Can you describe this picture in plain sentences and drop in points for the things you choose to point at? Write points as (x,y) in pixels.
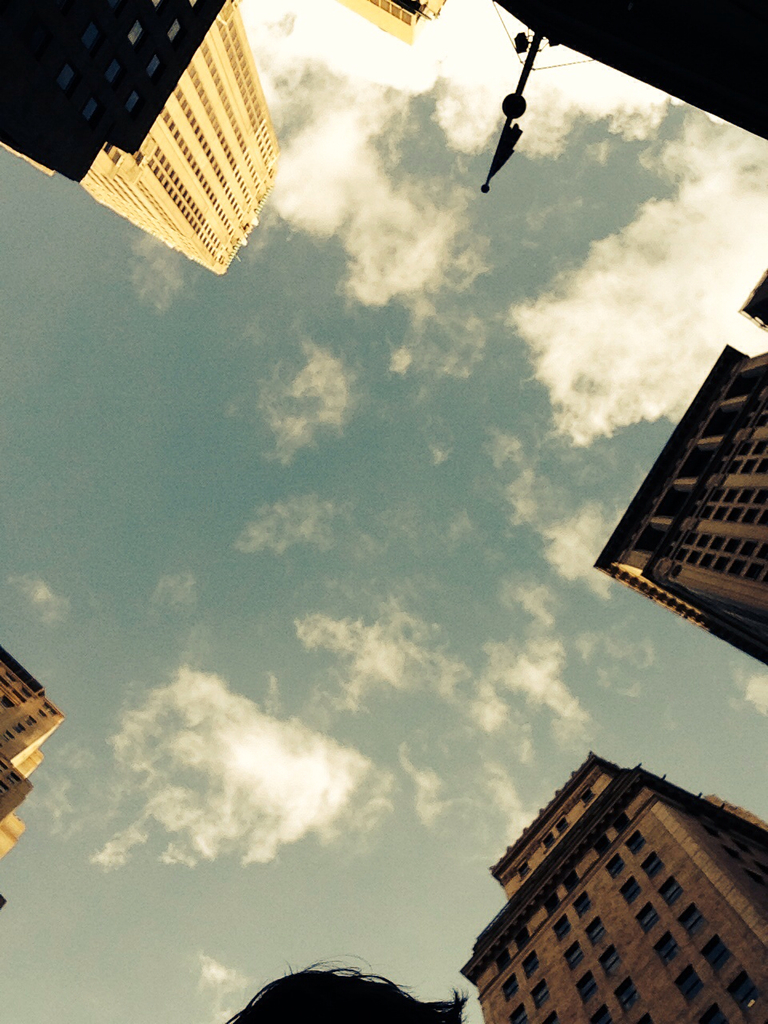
In this image I can see buildings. Here I can also see a pole (514,116). Here I can see the sky (274,610).
